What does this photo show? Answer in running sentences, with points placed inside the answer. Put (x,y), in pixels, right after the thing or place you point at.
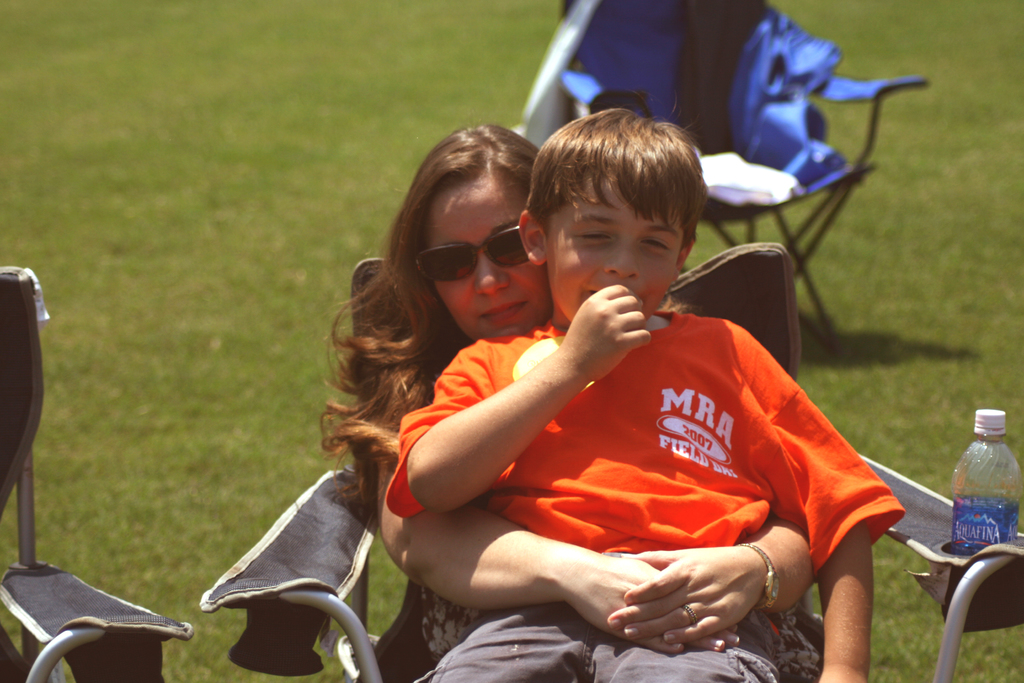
In this picture i can see a woman (537,281) and a boy (606,437) are sitting on chair (988,577). The woman (458,276) is wearing glasses (454,276) and the boys (668,475) is wearing orange color t shirt (716,488). I can also see chairs (993,554) and bottle (974,539). In the background (218,366) i can see grass (221,344).
